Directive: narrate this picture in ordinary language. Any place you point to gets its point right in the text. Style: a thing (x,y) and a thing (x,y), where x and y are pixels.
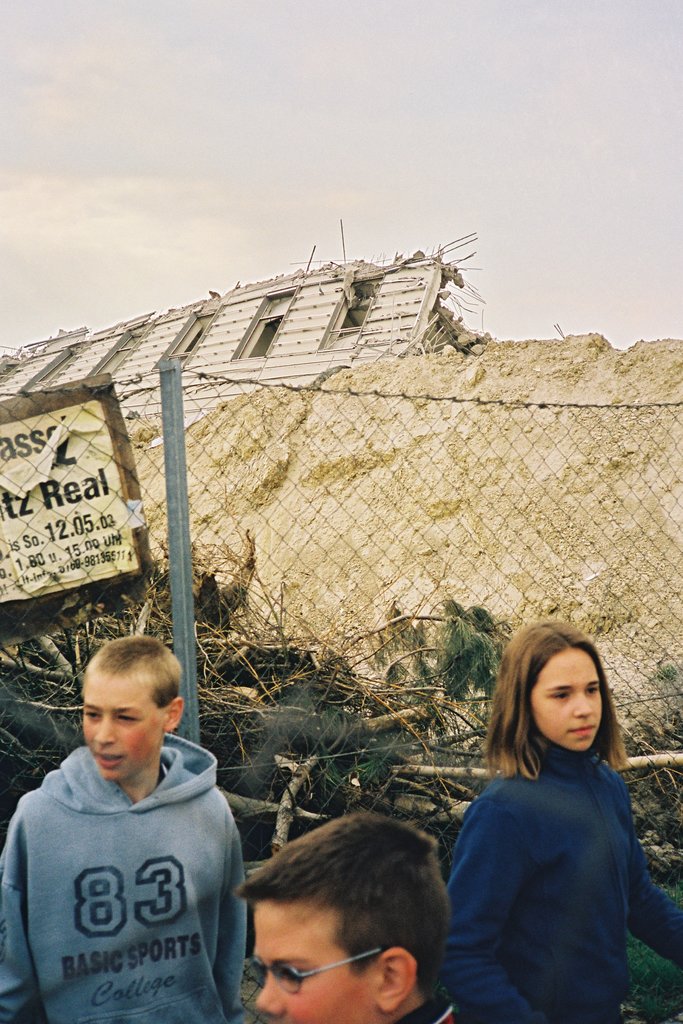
In this picture I can see 2 boys (356,842) and a girl (640,898) in front (30,813) and in the background (28,775) I can see the fencing (230,513) and I see a paper (27,432), on which there is something written and I see few sticks (151,607) and leaves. On the top of this image (303,158) I can see the sky (380,132).
